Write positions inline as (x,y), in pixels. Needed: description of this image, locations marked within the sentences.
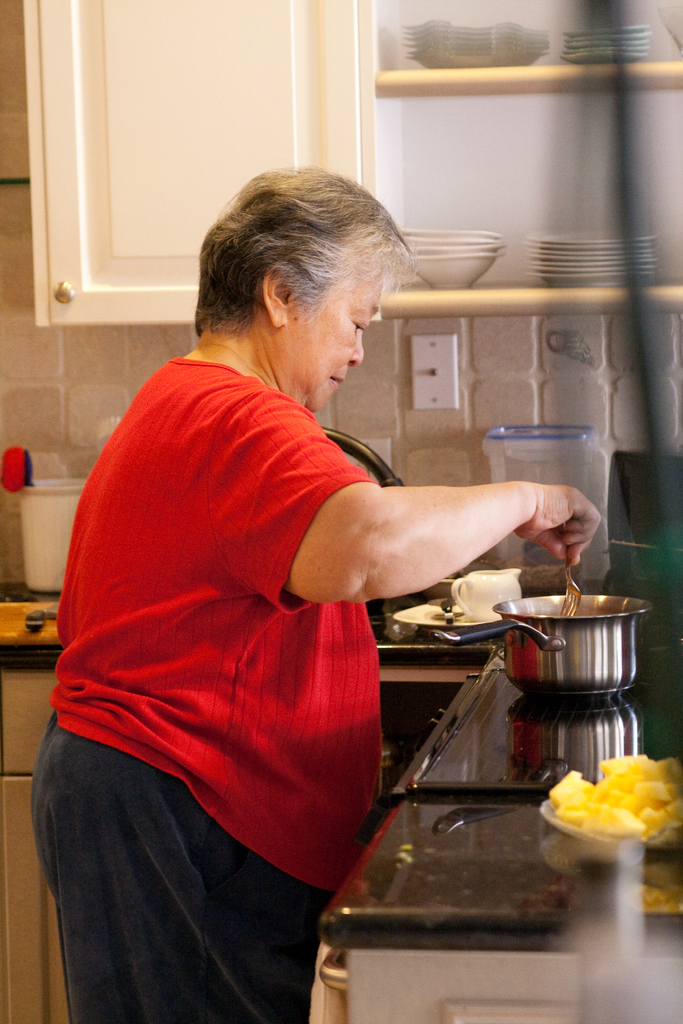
In this image, we can see a person (293,454) in front of the stove (481,748) wearing clothes (215,736) and holding a fork (575,608) with her hand (528,526). There is a dish (585,651) on the stove (547,743). There is a container (48,523) on the left (49,529) and on the right side of the image (546,467). There is cupboard (494,123) in the top right of the image (487,84) contains plates (625,238) and bowls (462,44). There is a door (183,173) at the top of the image (230,153).
